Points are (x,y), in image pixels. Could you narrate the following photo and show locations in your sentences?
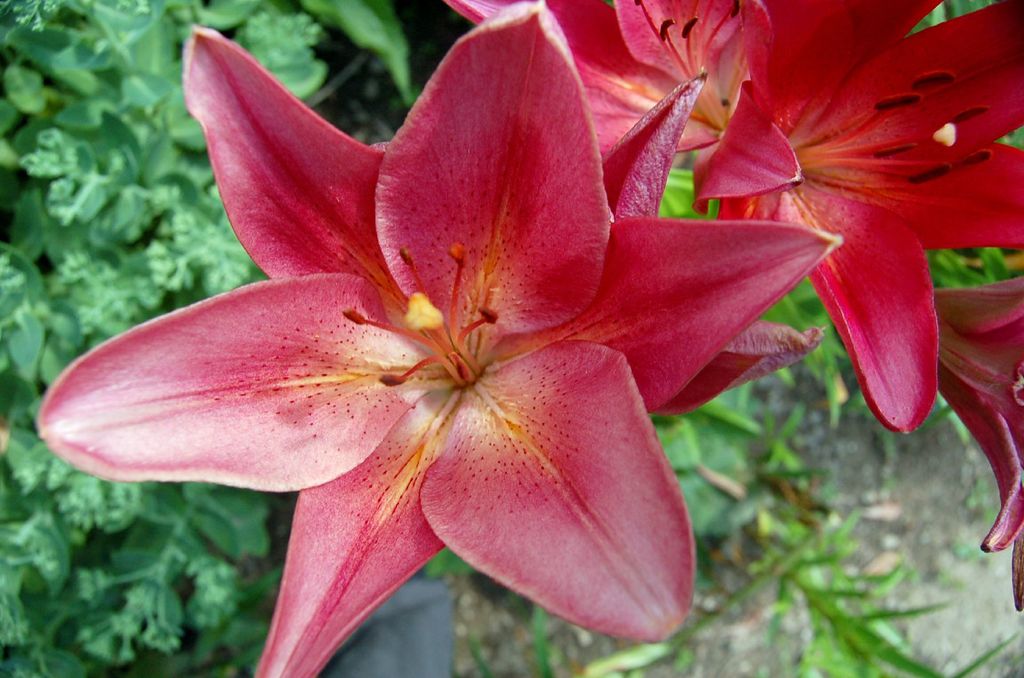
In this picture we can see a few flower (374,551) and green plants (11,371) are visible in the background (141,661).
